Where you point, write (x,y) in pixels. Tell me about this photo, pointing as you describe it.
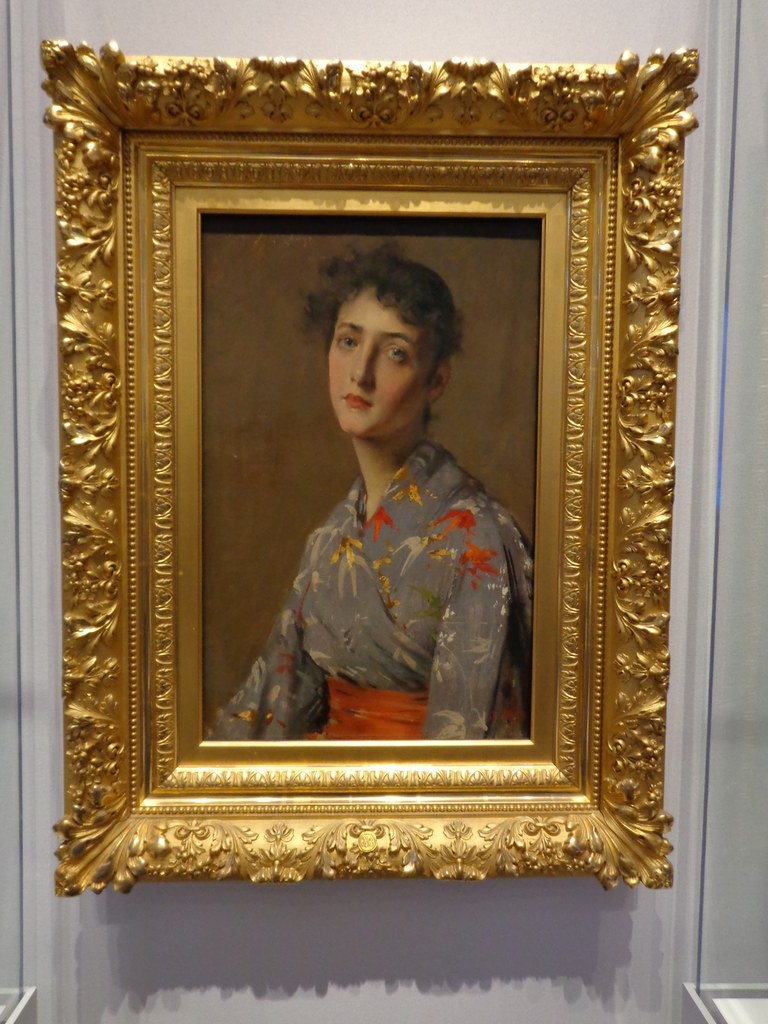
In this image I can see the white colored surface (517,8) and a photo frame (304,176) which is gold in color to the surface (696,246). I can see a photograph (432,598) of a person (385,568) wearing grey, orange and yellow colored dress (421,572).
